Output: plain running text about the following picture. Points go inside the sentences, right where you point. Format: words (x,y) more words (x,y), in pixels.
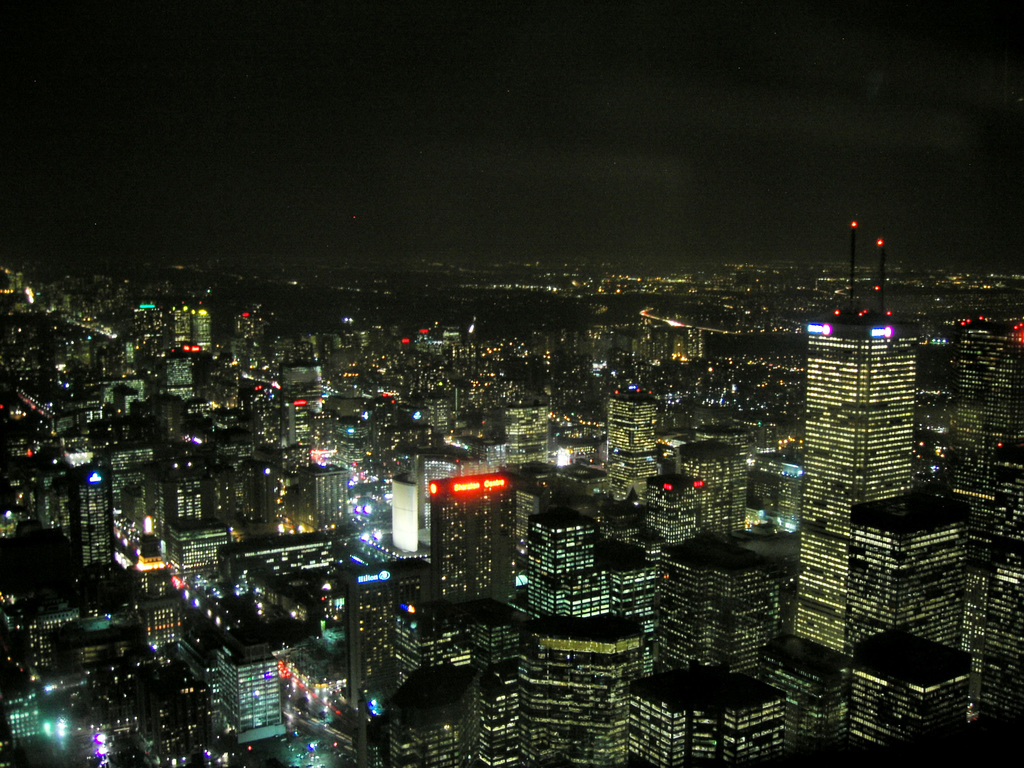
In this image I can see many buildings (439,616) with lights (495,487). I can see the LED boards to few buildings (449,514). In the background (444,165) I can see the sky (578,207).
